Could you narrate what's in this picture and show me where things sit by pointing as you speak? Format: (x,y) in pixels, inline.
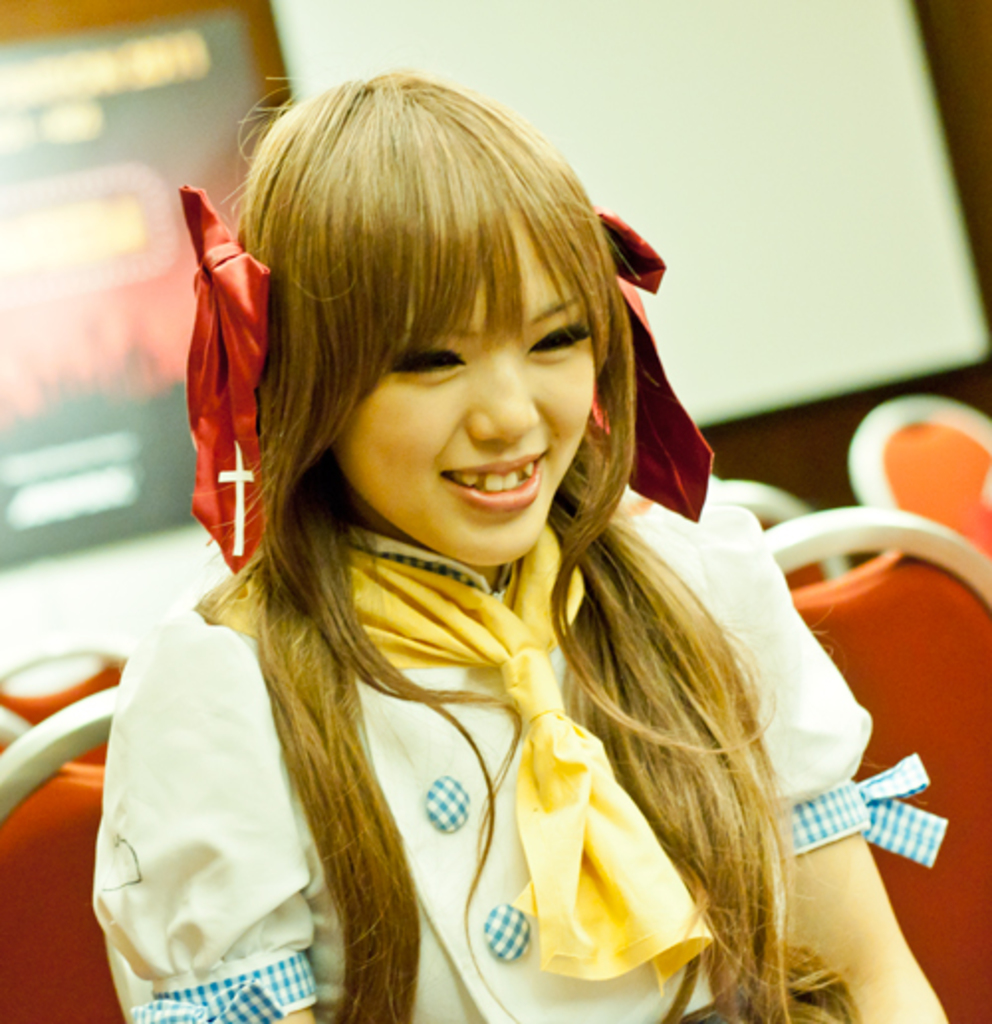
In this picture we can see a woman (534,457), she is smiling, and she is seated on the chair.
